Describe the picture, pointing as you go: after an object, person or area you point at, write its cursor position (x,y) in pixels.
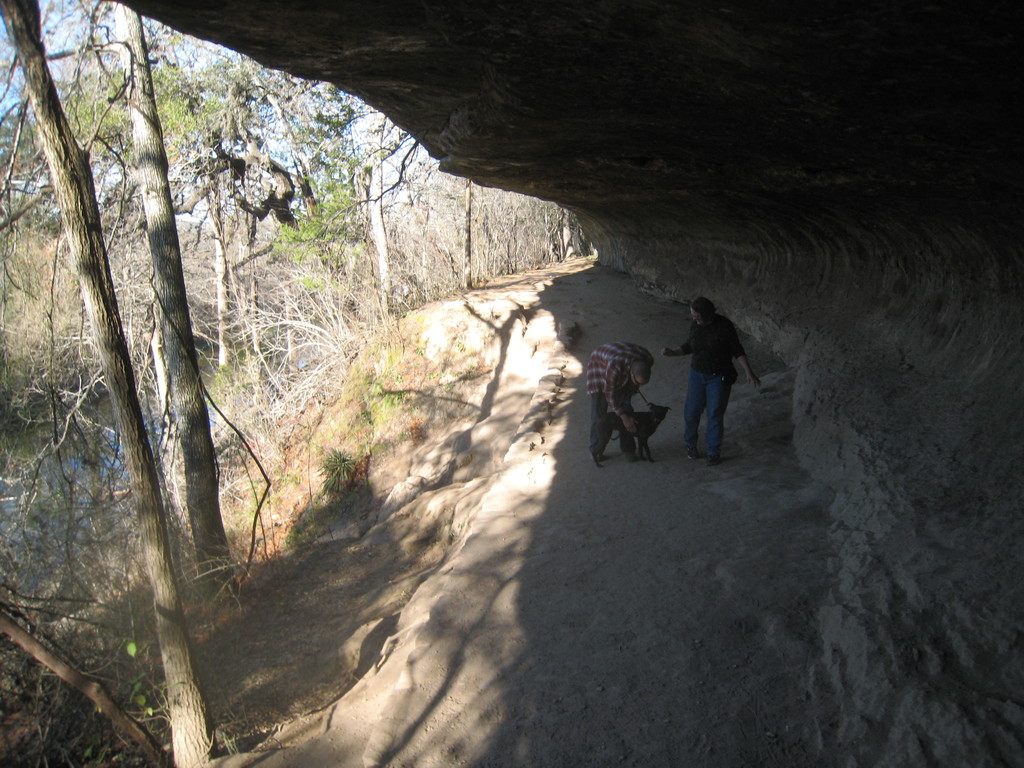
In this picture we can see two people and a dog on the ground (681,501), here we can see a rock (452,500) and in the background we can see trees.
